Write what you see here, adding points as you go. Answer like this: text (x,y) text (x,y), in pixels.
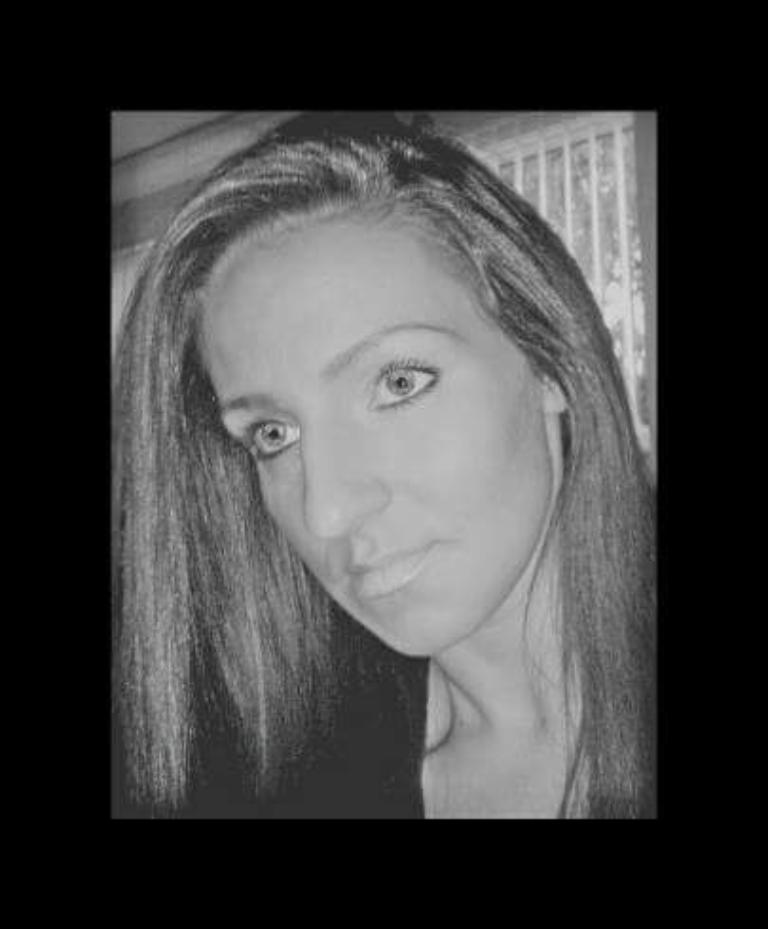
In this image there is a woman (356,469). In the background (584,164) there is a grill (569,171).
